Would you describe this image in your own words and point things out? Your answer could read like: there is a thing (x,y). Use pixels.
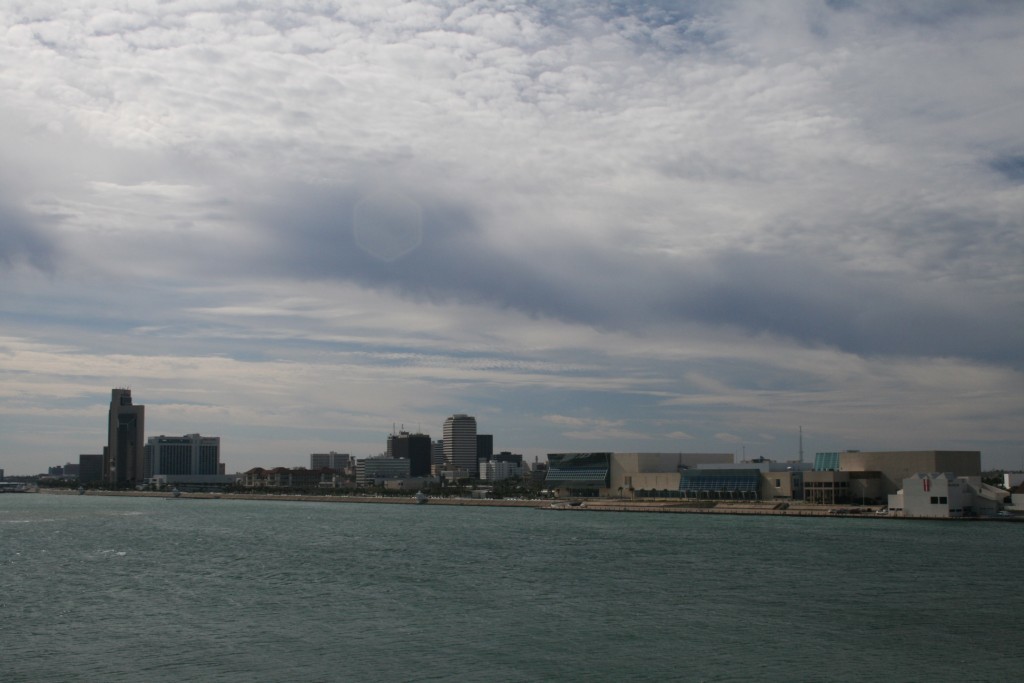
At the bottom (393,623) we can see water (393,623). In the background (784,65) there are buildings (825,479), trees (251,487), poles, windows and clouds (504,182) in the sky (575,227).
